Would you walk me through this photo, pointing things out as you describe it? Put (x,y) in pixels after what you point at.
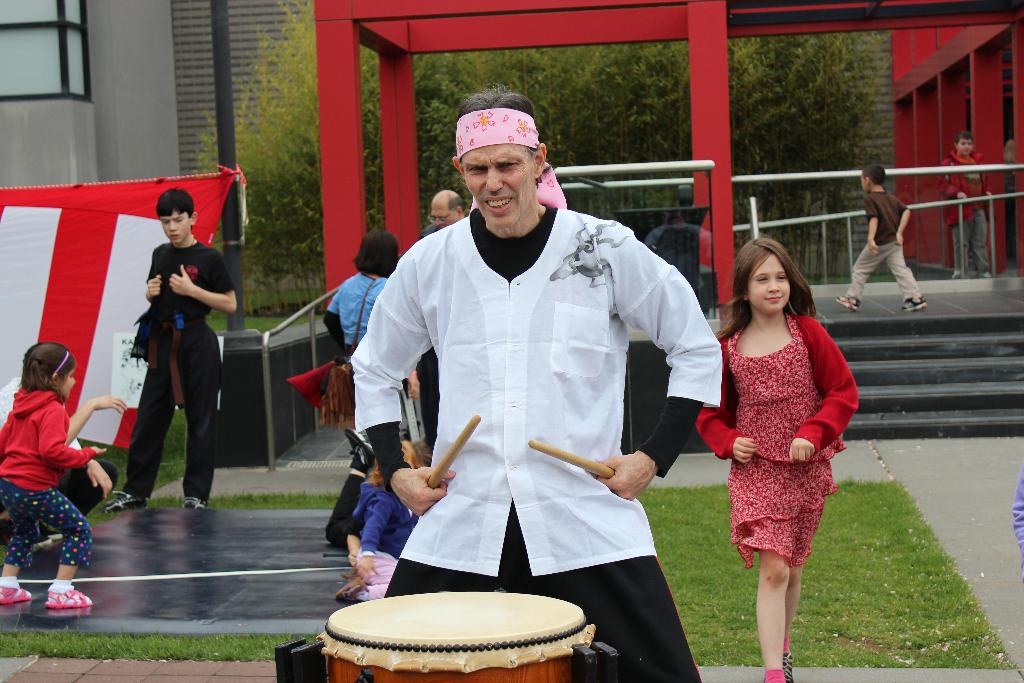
In this picture we can see some persons (432,406) are walking on the road (959,541). This is grass (901,594) and he is playing drums (503,623). On the background (838,211) we can see some trees (601,80). And this is building (71,85) and there is a pole (237,232).
